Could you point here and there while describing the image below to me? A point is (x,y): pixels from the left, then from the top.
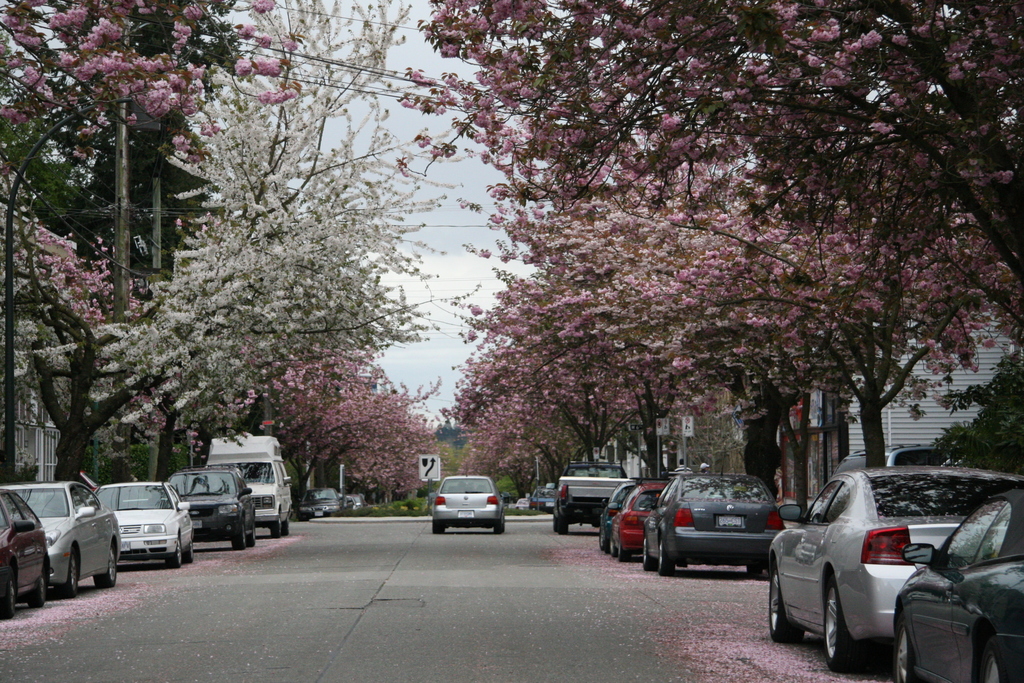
On the right (835,373) and left of the image (138,369) there are buildings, trees (593,401), poles (538,462) and sign boards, in front of them there are few vehicles (568,481) parked to the side of a road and a vehicle (487,498) is moving on the road (456,534). In the background (448,398) there is the sky (473,290).
